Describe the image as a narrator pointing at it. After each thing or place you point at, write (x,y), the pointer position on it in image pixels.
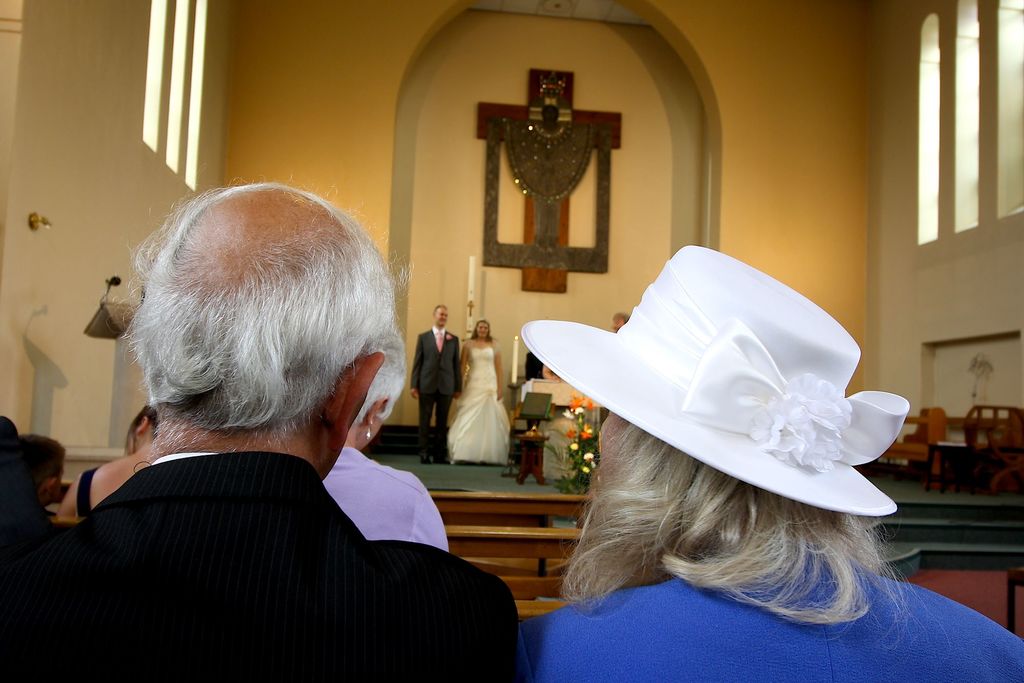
In this image in the center (628,444) there are some people (337,502) who are sitting on benches (504,544), and in the center (451,379) there is one woman (484,384) and one man (432,395) who are standing. And there is a table (537,387) flower bouquet (566,461) and some chairs (1008,453), and in the center (548,232) there is a statue (558,198). And on the right side (925,171) and left side (174,100) there are some windows (149,112) and wall (424,189).
